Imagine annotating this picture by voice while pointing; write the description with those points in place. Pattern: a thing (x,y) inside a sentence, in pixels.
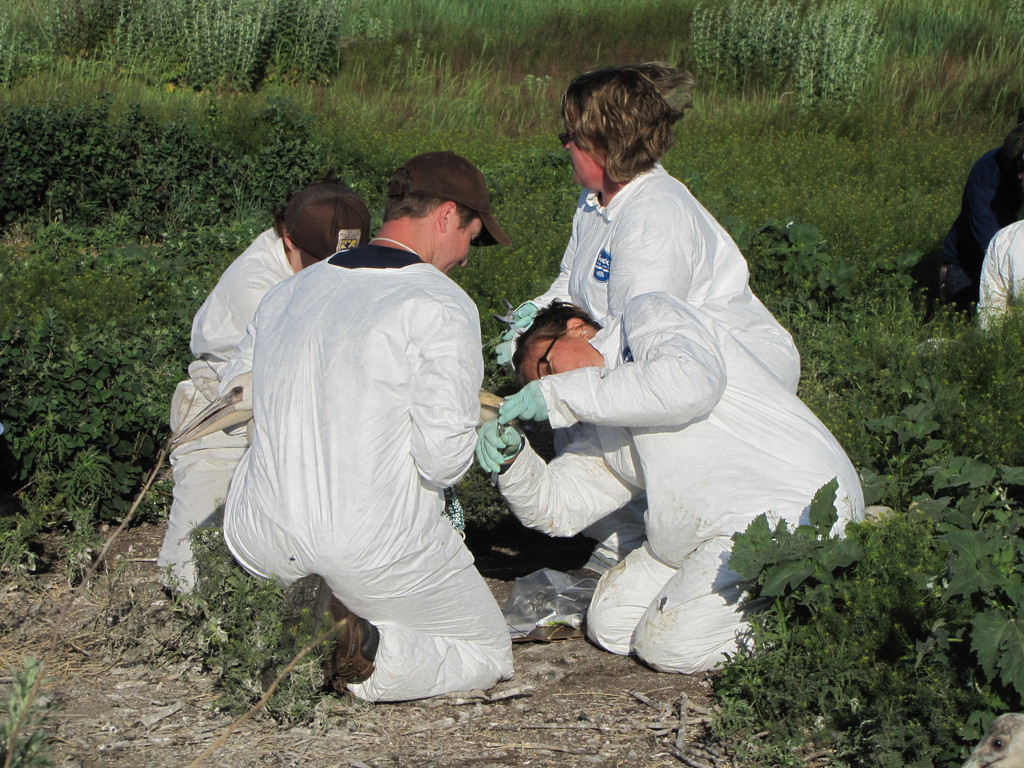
In the foreground of the picture (481,588) I can see four persons (384,571). They are wearing white color clothes (311,306) and two of them wearing the cap (461,180) on their heads (429,200). I can see two persons (1009,221) on the top right side (1007,214), though their faces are not visible. In the background (519,117), I can see the plants (486,147).
